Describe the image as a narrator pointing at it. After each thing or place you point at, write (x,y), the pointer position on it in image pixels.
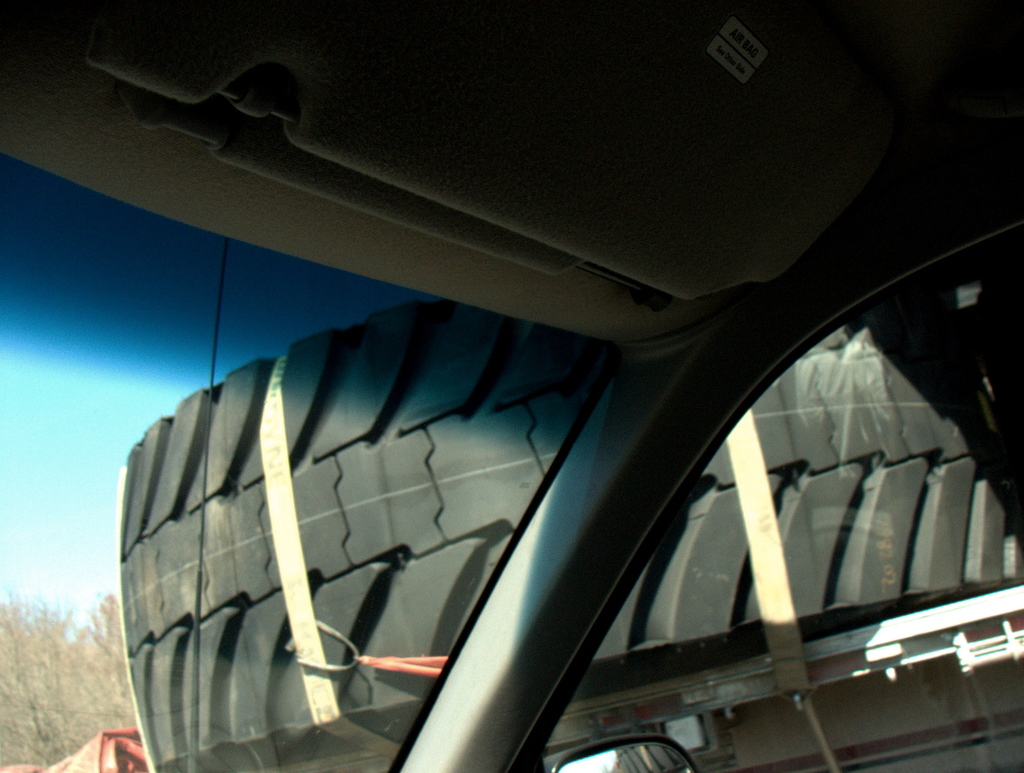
In this image in the front (634,412) there is a car (678,405). In the center (388,319) there is a tyre (259,589). In the background (93,684) there are trees (48,681) and there is an object (83,757) which is red in colour.
